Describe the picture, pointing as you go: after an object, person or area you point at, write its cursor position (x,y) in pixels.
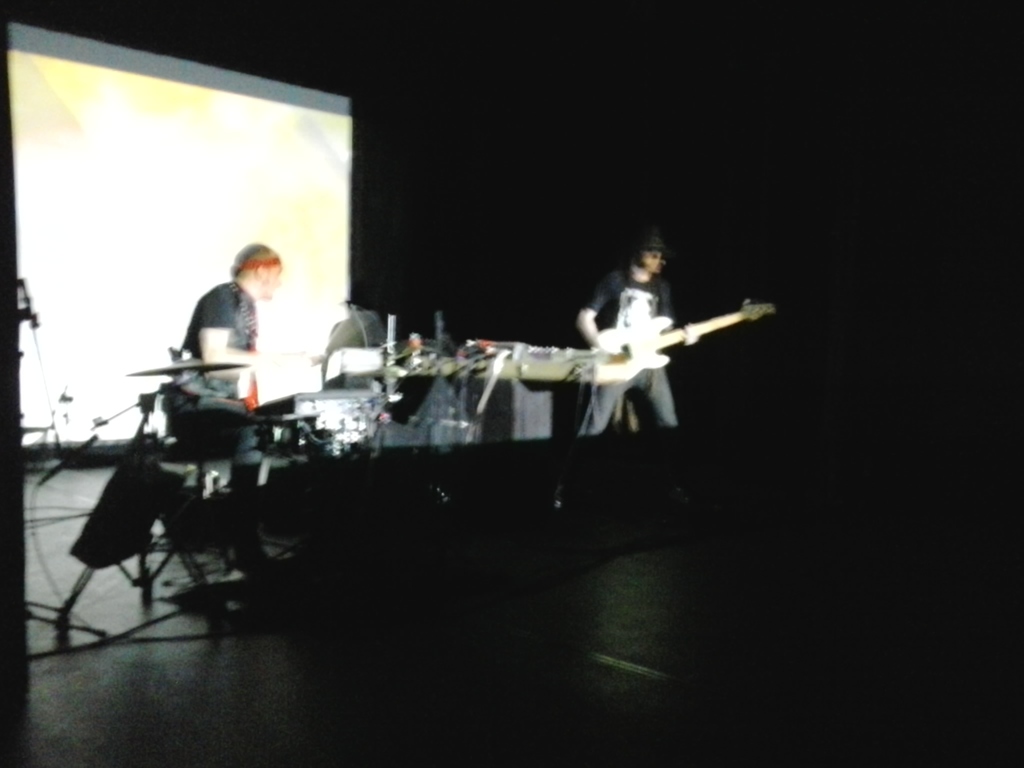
This person (221,326) is sitting on a chair (203,458) and playing a musical instrument (331,400). This person (650,257) is standing and plays a guitar (646,341). Background there is a screen (71,305).
